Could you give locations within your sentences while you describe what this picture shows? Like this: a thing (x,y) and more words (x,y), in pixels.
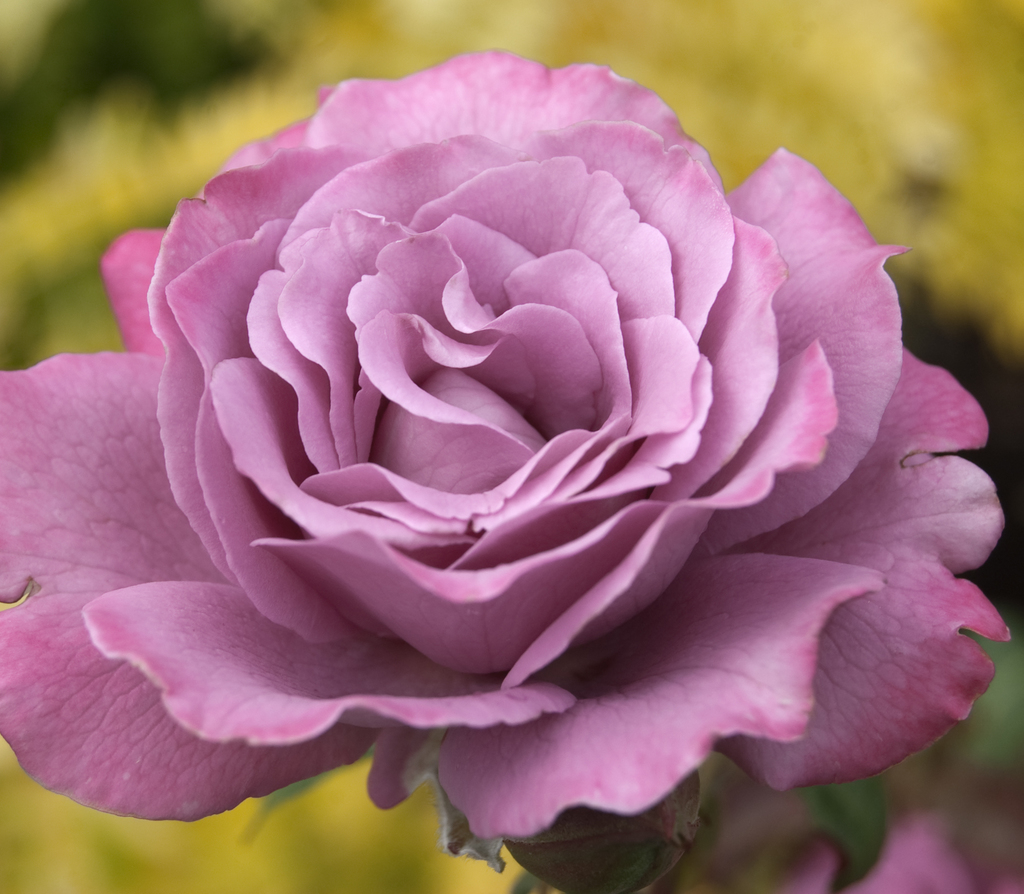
This picture contains a rose flower (283,346) which is in pink color. In the background (738,91), it is yellow in color and it is blurred.
